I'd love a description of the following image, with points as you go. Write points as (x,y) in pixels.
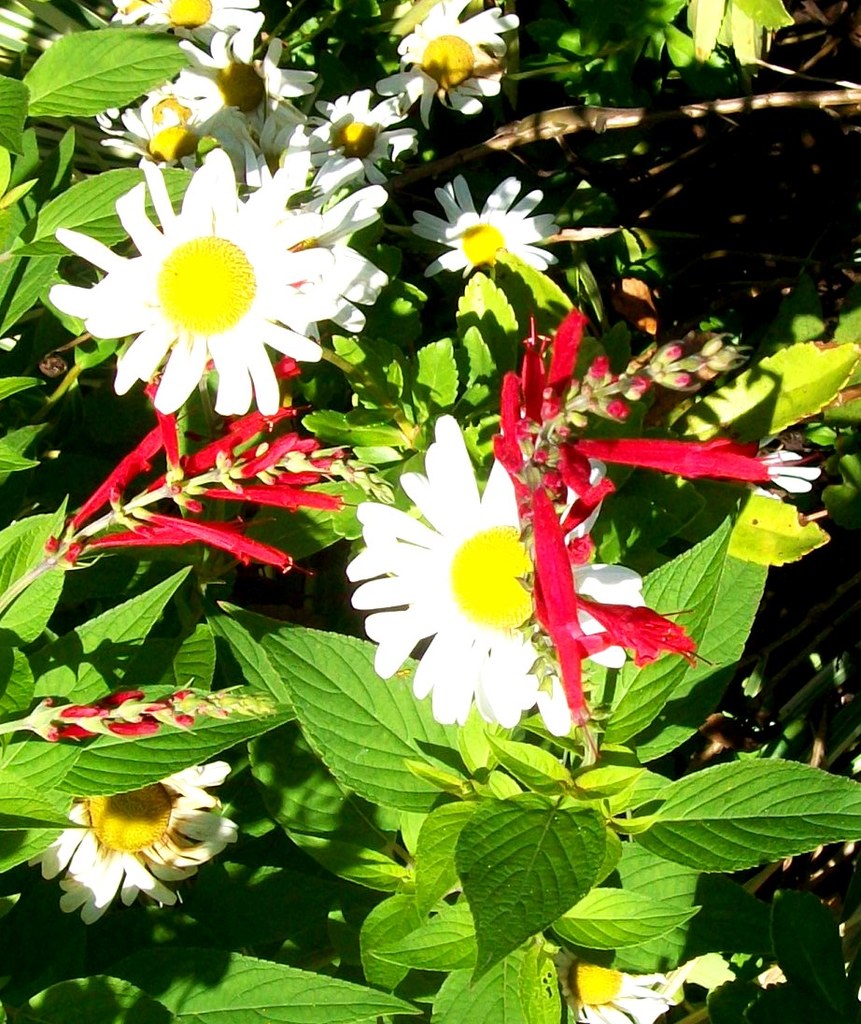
In this image I can see there are plants (408,898) and flowers (152,270) and buds (362,462) on it.
